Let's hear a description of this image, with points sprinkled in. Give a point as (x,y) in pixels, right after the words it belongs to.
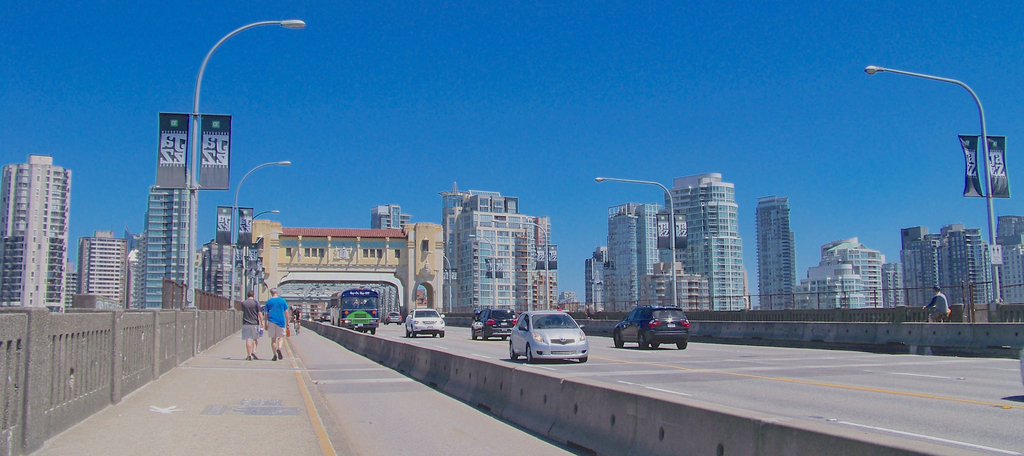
In this image we can see persons (277,318) walking on the road (315,339), persons (297,309) riding bicycles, motor vehicles (368,320) on the road (383,321), street poles (197,142), street lights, advertisement boards (205,184), buildings (156,206), barrier grills (217,301) and sky (348,193).
